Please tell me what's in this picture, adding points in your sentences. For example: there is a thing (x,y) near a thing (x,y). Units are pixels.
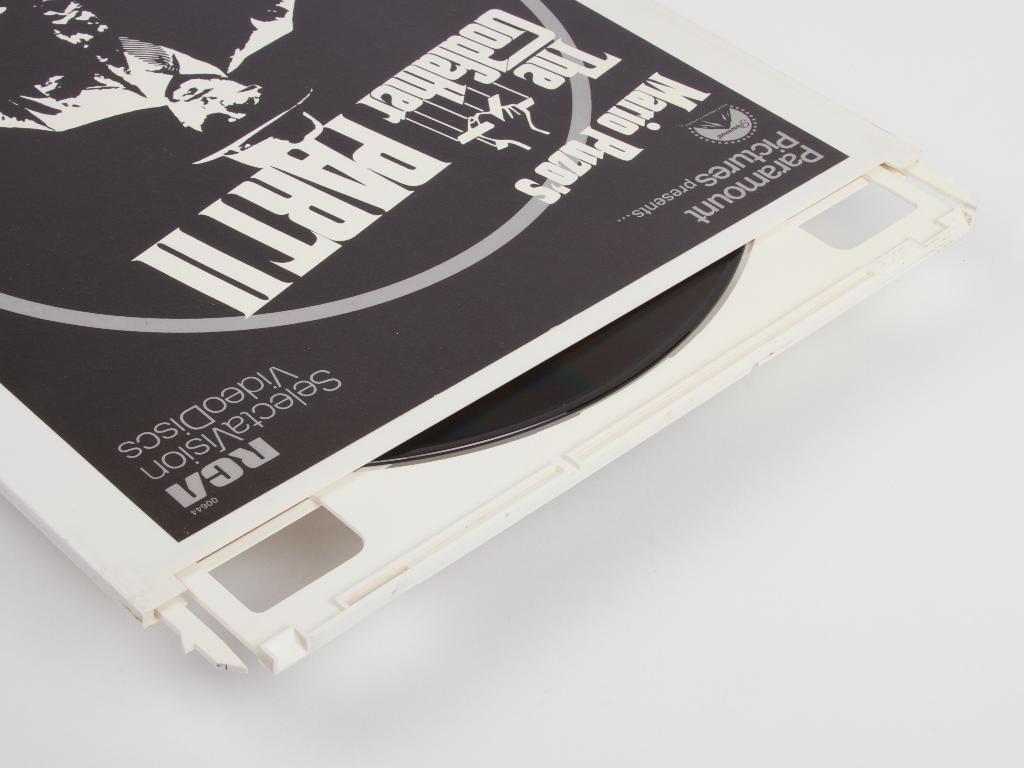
In this image I can see CD box (450,166) and CD (669,346) on the white surface (573,575). We can see an image (215,31) and something is written on the CD box (352,222).
